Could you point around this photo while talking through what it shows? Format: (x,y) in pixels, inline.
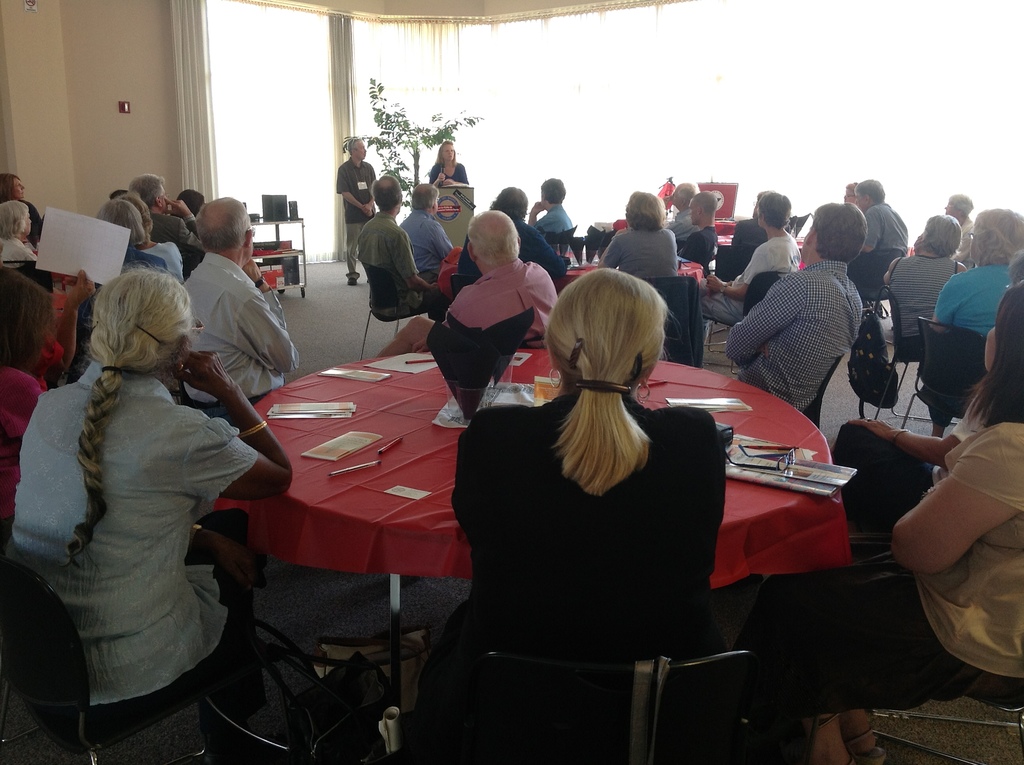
in this picture there are a group of people (389,231) sitting here, they have a table (747,517) in front of them and there is a book (800,472), spectacles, pen (375,462), papers (316,410) and two people (364,154) standing over here is a plant (391,118) behind them.
